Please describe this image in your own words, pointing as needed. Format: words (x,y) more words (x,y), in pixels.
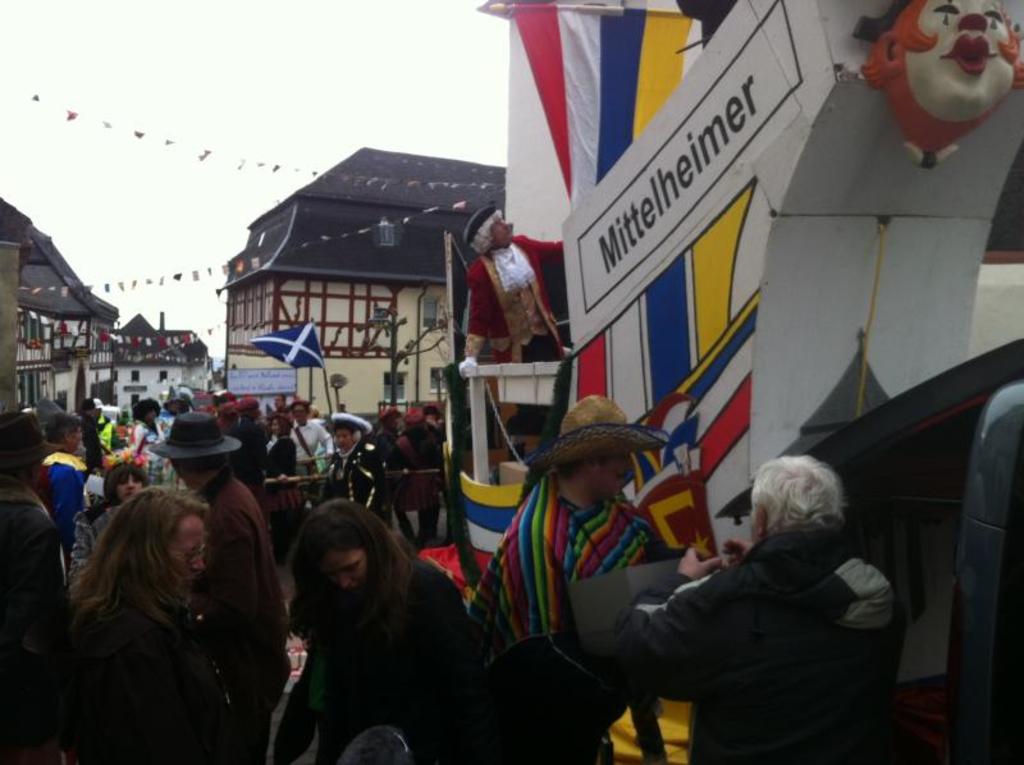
In this picture there are people (273,532) on the left side of the image (318,541) and there are houses (299,290) on the left side of the image (330,186).
